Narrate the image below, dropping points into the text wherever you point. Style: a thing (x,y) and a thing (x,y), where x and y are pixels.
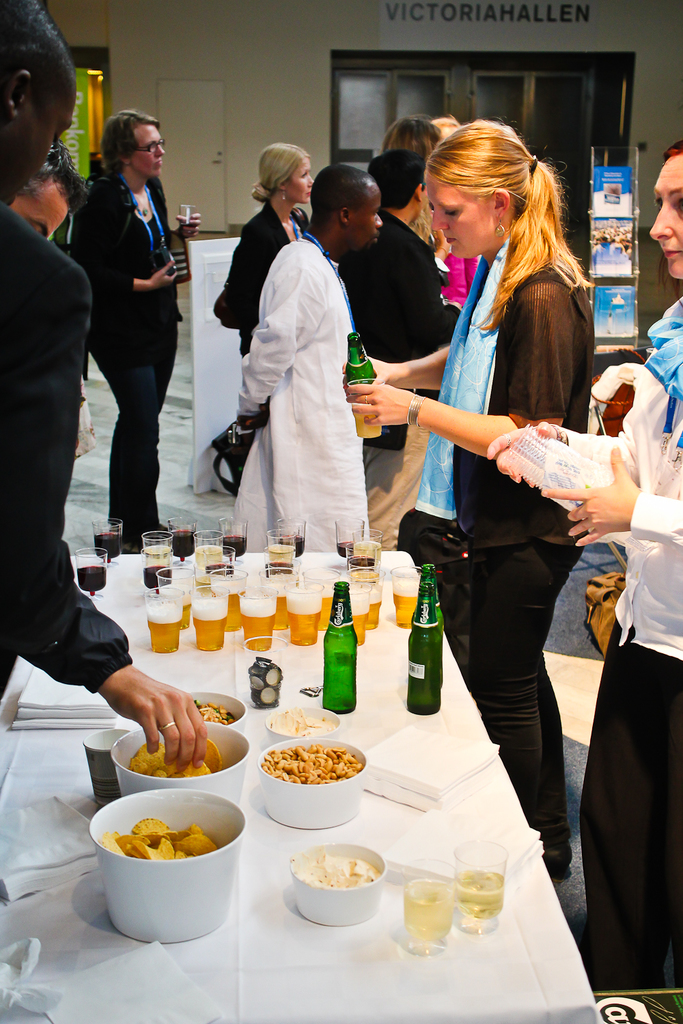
In this image I can see the group people (512,153) and few people (13,317) are holding something. I can see few glasses (229,531), food items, bottles (415,677) and few objects (353,861) on the white color table (539,942). I can see the book-rack (609,349), wall (205,68), glass doors (404,105) and few objects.
